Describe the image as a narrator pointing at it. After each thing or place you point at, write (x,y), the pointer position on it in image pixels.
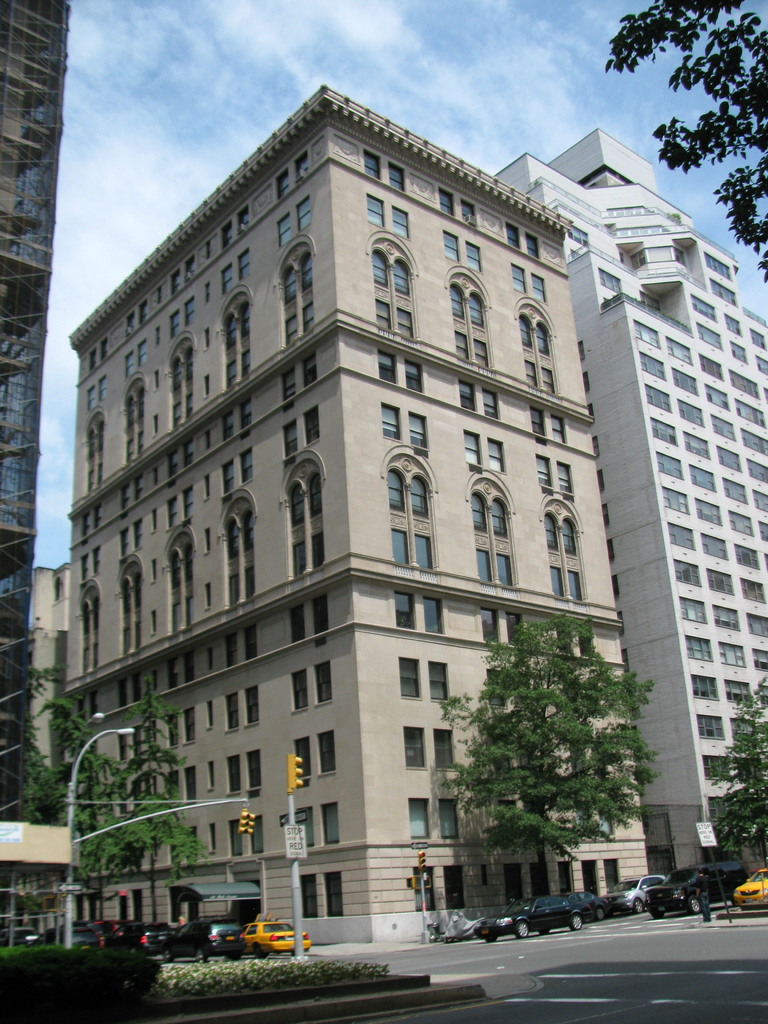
In this image we can see vehicles (212,953) moving on the road (615,1018), we can see shrubs (360,977), traffic signal poles (69,879), light poles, trees (739,774), tower buildings (419,601) and the sky (519,57) with clouds (414,55) in the background (276,84).
